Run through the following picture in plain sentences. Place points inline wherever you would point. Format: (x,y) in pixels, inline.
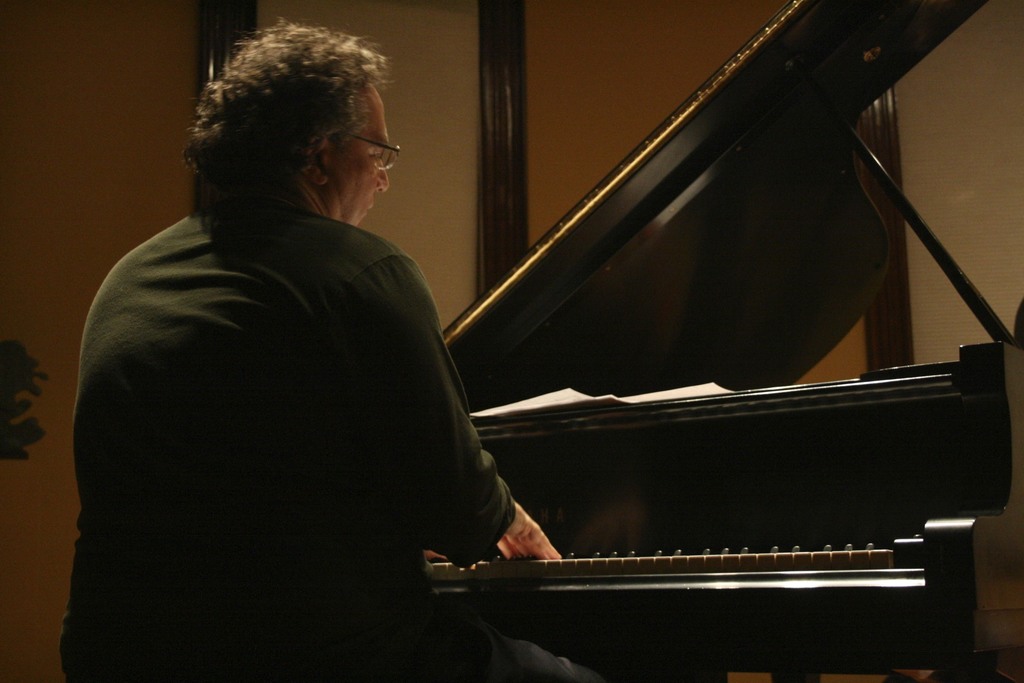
In the left (311,66), a person (382,105) is sitting on the chair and playing a piano (688,467), who is wearing a specs (384,153). The background (453,20) light brown in color. In the left middle (44,376), a house plant (29,437) is visible. This image is taken inside a room (61,397).
